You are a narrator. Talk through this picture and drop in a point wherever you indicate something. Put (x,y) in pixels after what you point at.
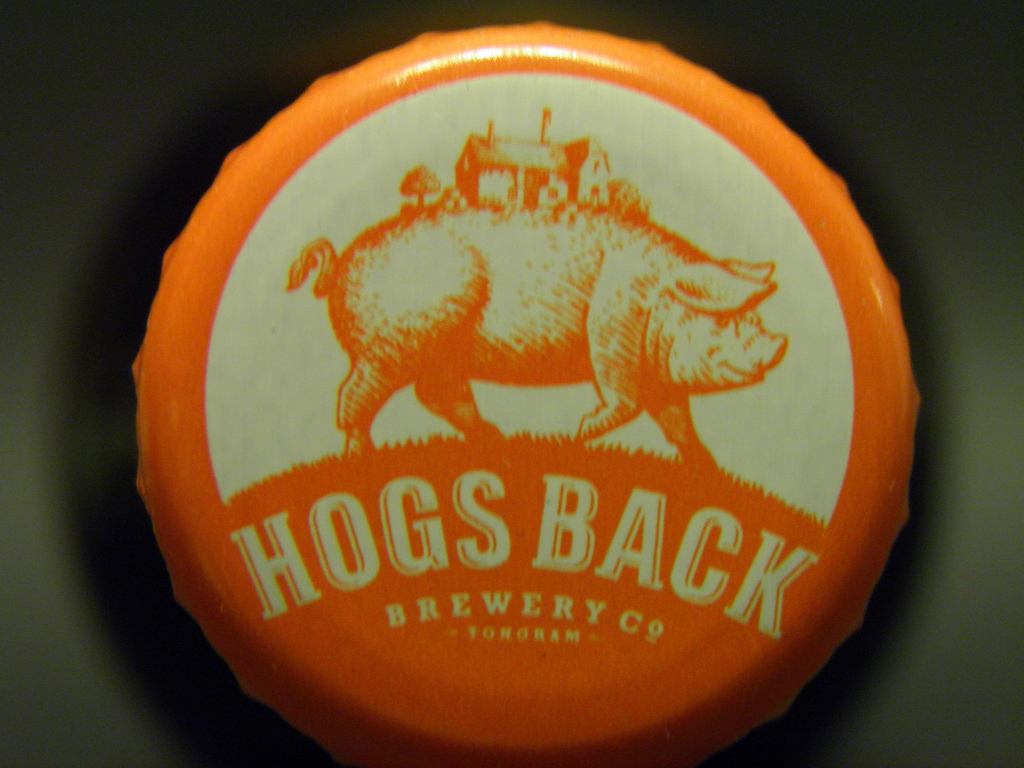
Here we can see a bottle cap (728,478). On this bottle cap (741,554) we can see a picture (524,375) of a pig (524,335), house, trees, and something (563,516) written on it.
